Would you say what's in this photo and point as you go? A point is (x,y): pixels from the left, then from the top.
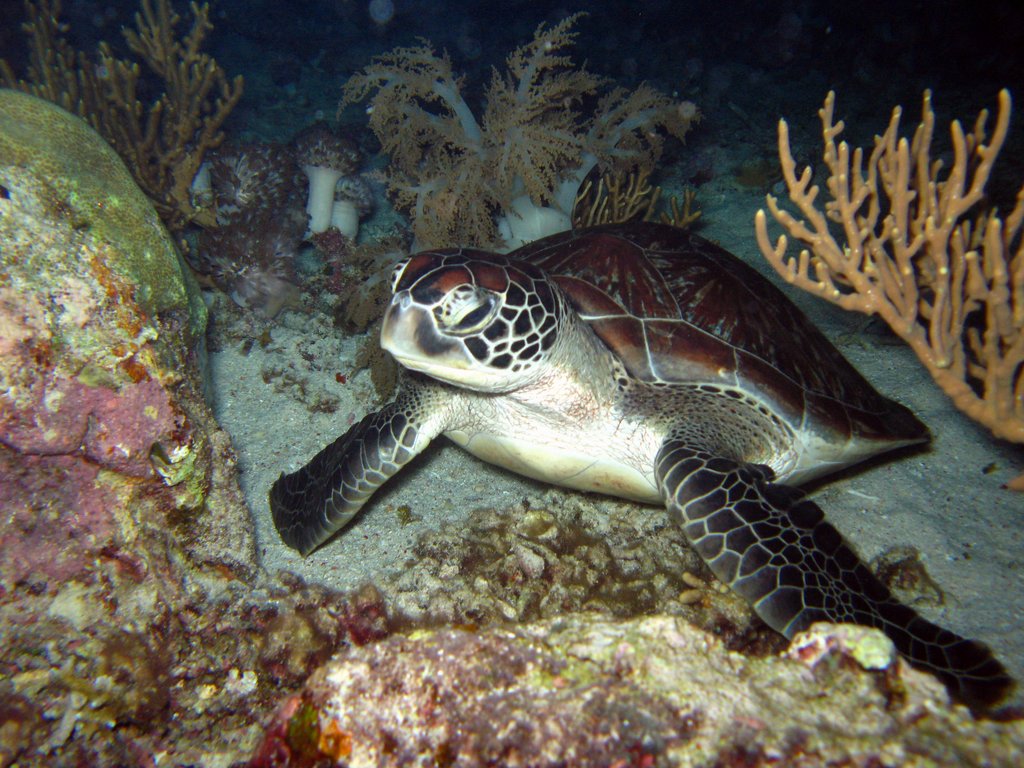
In this image we can see a sea turtle (622,385) and an underwater environment (637,552).
